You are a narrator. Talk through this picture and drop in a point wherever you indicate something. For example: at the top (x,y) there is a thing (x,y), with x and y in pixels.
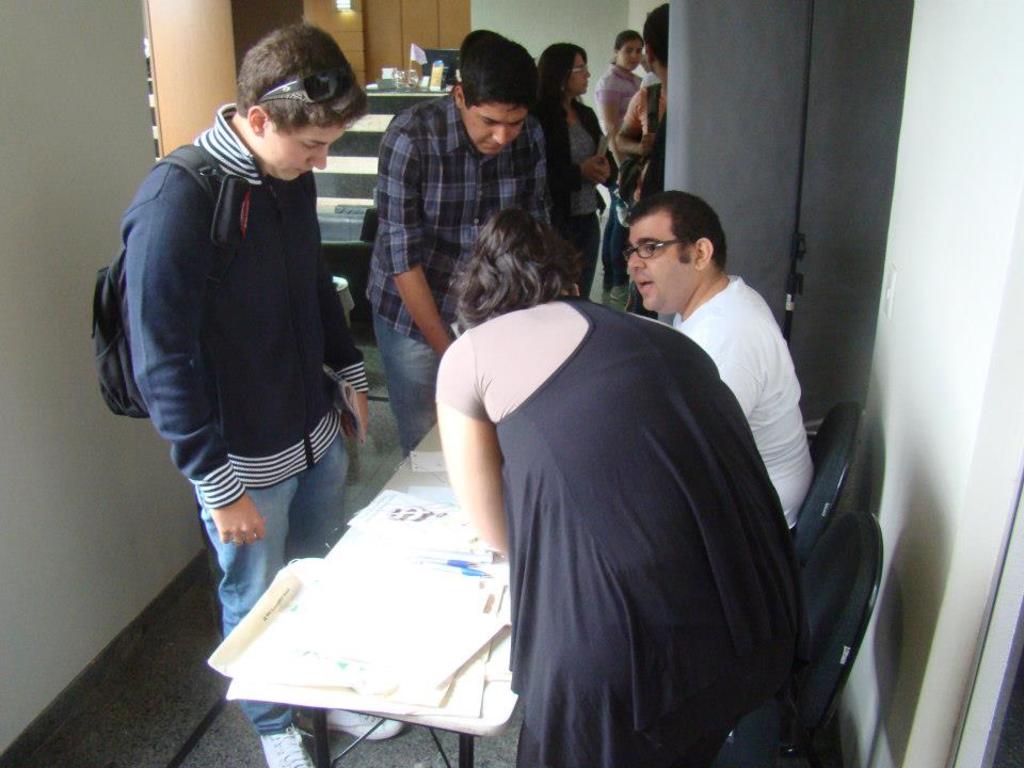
There are so many people (567,121) standing in a room (922,181) behind and there is a man (686,209) sitting in a chair (851,431) and woman (529,490) standing bent and there is a table (474,570) with some papers (474,602) in it woman (629,618) is writing something.
